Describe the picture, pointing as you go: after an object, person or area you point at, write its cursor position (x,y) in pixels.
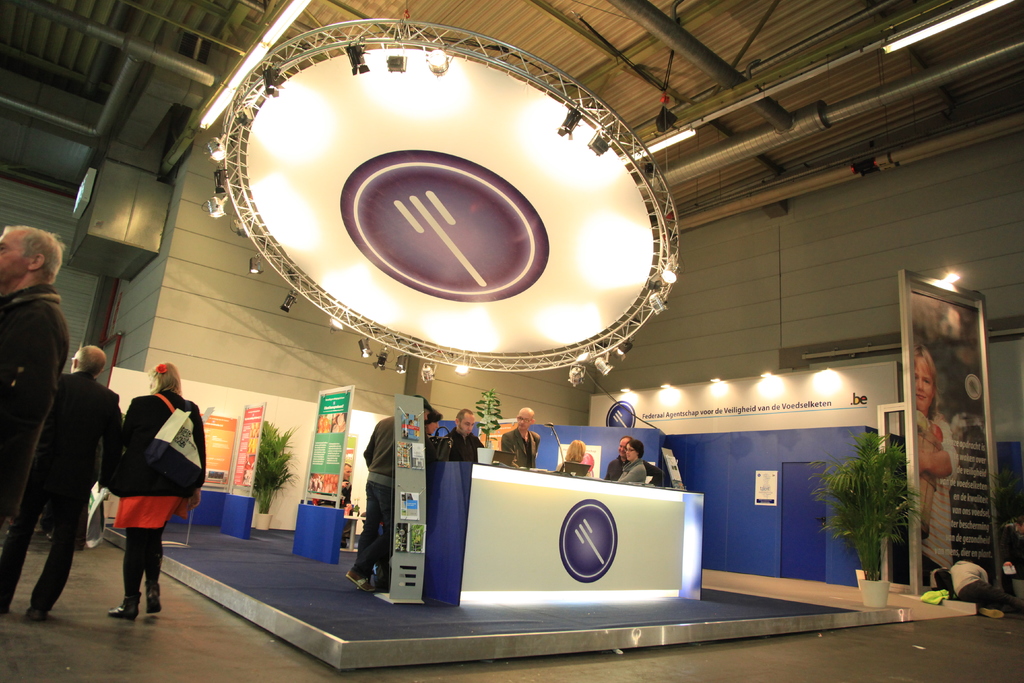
In this image I can see the group of people (391,478) standing in-front of the table (522,506). On the table (503,494) I can see the laptops (504,463) and the mic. To the side of these people (381,498) I can see many boards (948,477) and also lights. To the left (84,400) I can see few more people (45,483). I can see one person (144,452) wearing the bag (187,416). I can see the lights (267,32) in the top (290,11).
